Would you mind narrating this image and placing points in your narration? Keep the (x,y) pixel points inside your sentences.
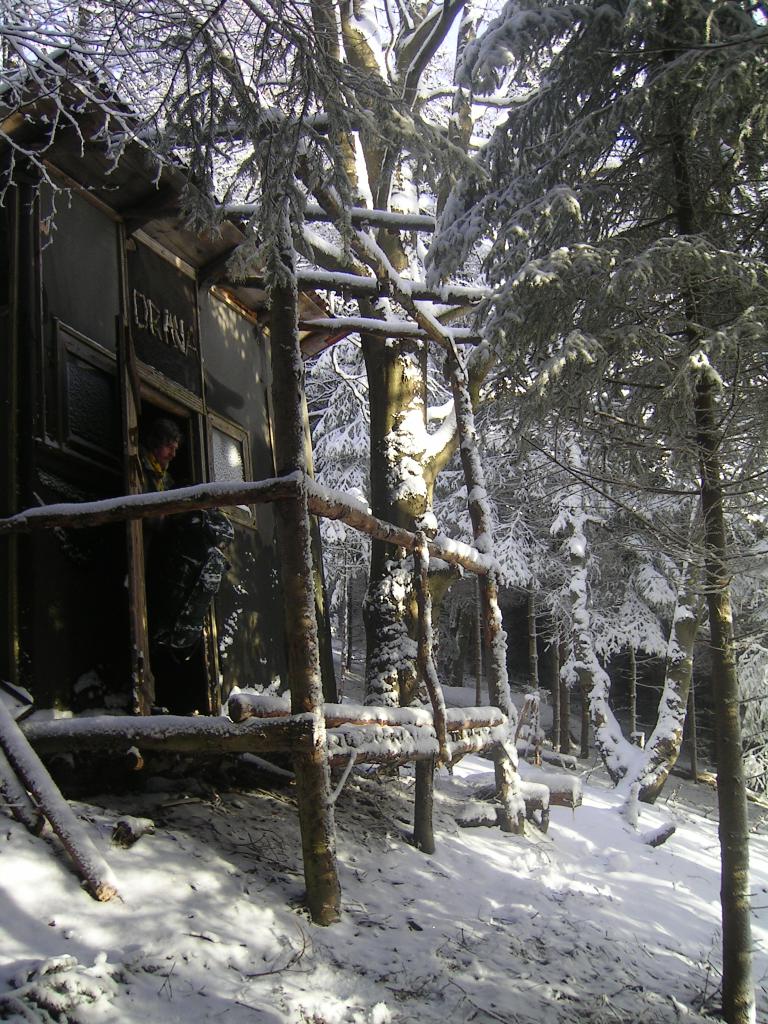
There is a building (234,378) with wooden poles (325,716). There is a person (156,426) holding a bag (194,568) is standing in front of the building (131,469). There are trees (534,570). And it is fully covered with snow (395,752).
